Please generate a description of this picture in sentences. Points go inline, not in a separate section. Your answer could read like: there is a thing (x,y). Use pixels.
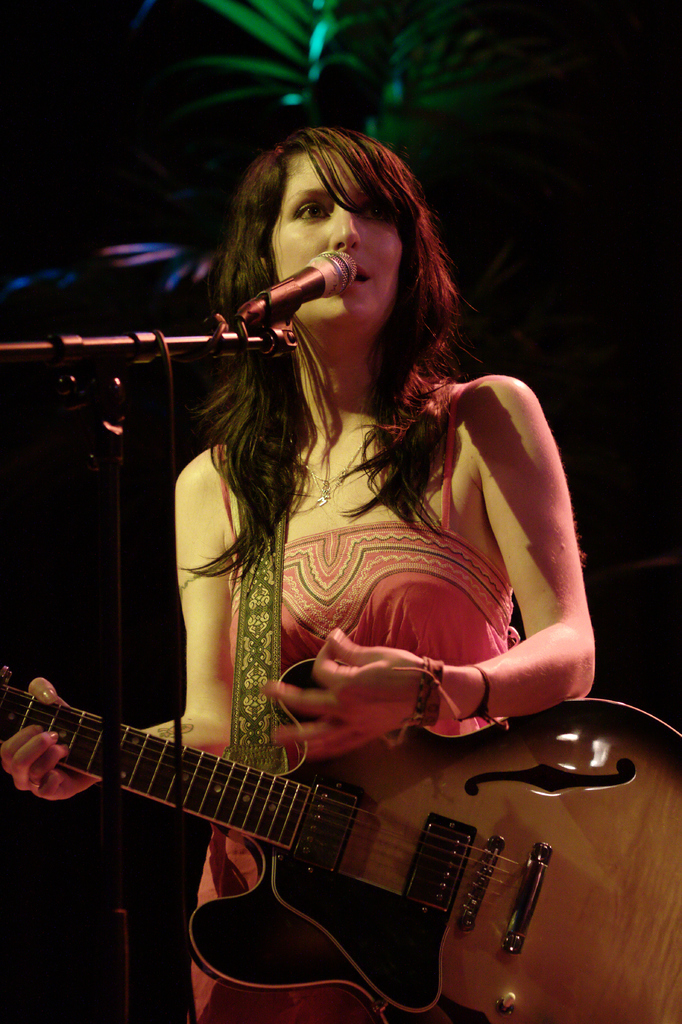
There is a woman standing in the center (306,390). She is holding a guitar (550,818) in her hand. She is playing a guitar (572,1009) and she is singing on a microphone (323,292).
